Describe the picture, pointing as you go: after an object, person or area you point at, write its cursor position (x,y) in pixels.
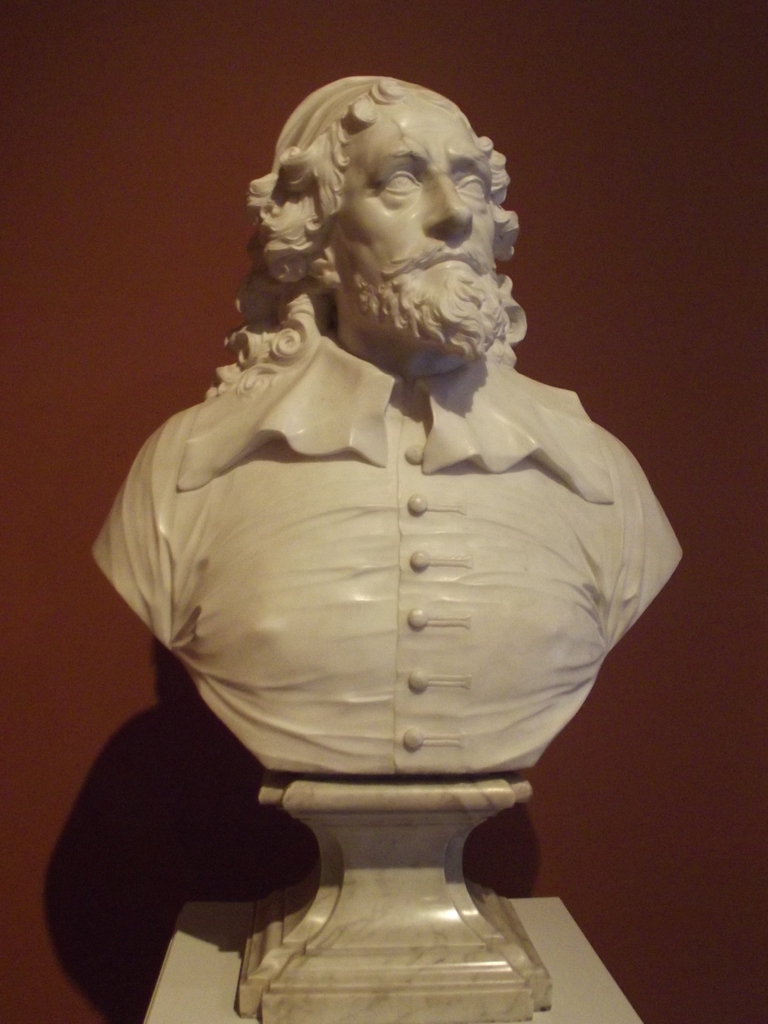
In this image I can see a person's sculpture (423,653) and a wall (158,639). This image is taken may be in a hall (117,479).
